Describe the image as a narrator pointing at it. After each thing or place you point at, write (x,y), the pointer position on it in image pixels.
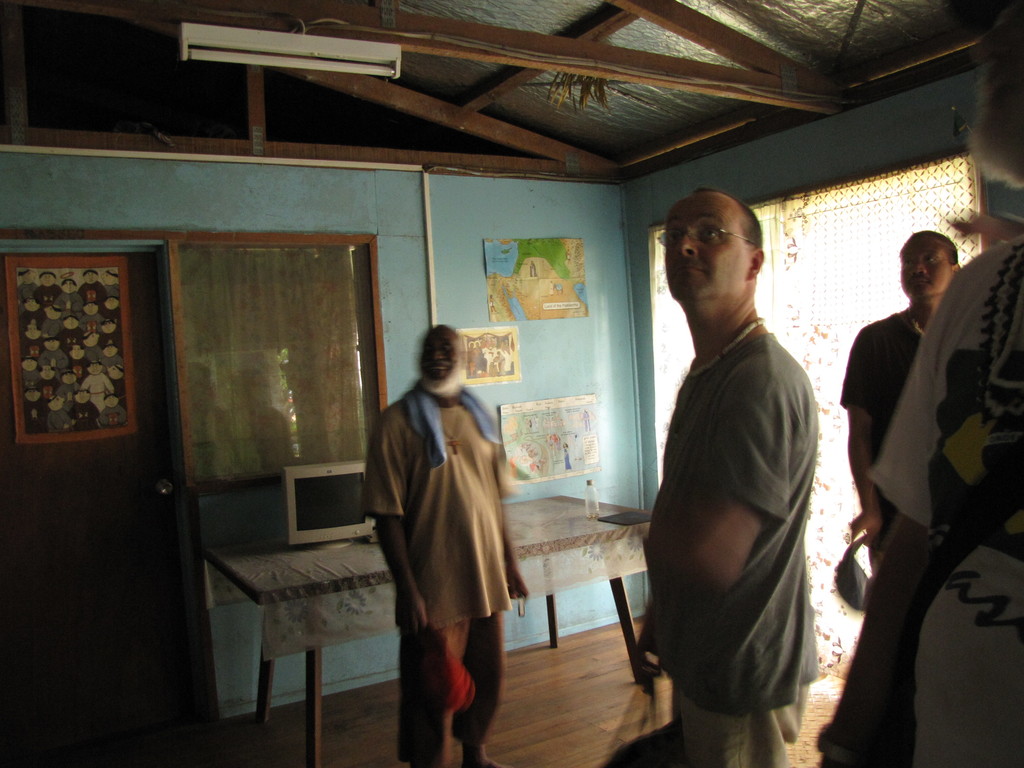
Few men (452,399) are standing and looking at a roof (468,62) in a house (478,157).
